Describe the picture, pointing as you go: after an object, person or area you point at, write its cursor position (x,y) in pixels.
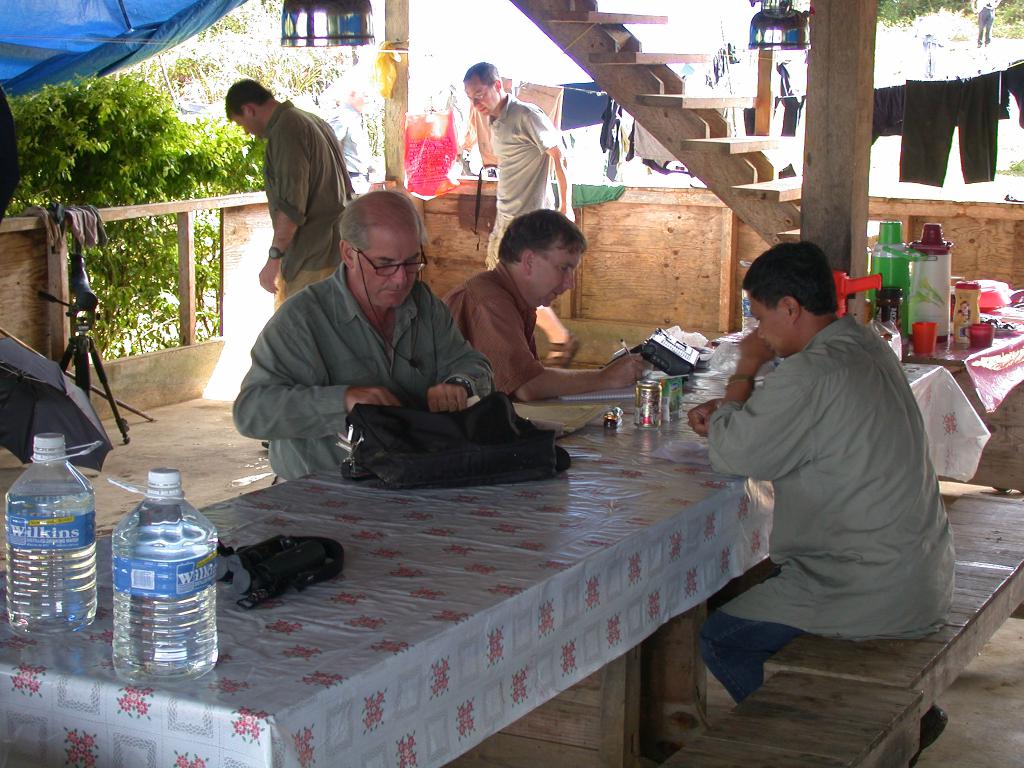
There are three people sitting in front of the table (487,569). On the table (337,629) there is a white cover (474,579) with two bottles (74,555) and tins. And in the background (504,149) there are two persons (308,142) standing. To the right corner (972,344) there is a table (966,361) with bottle tins (927,272), glass (918,324) and some other items (925,296) on it. On the top (668,130) we can see steps (719,179). To the top right corner (936,87) there are some clothes (951,125) hanging. And to the left side (94,97) corner there is a tree (115,129) and a blue cover (100,28).
